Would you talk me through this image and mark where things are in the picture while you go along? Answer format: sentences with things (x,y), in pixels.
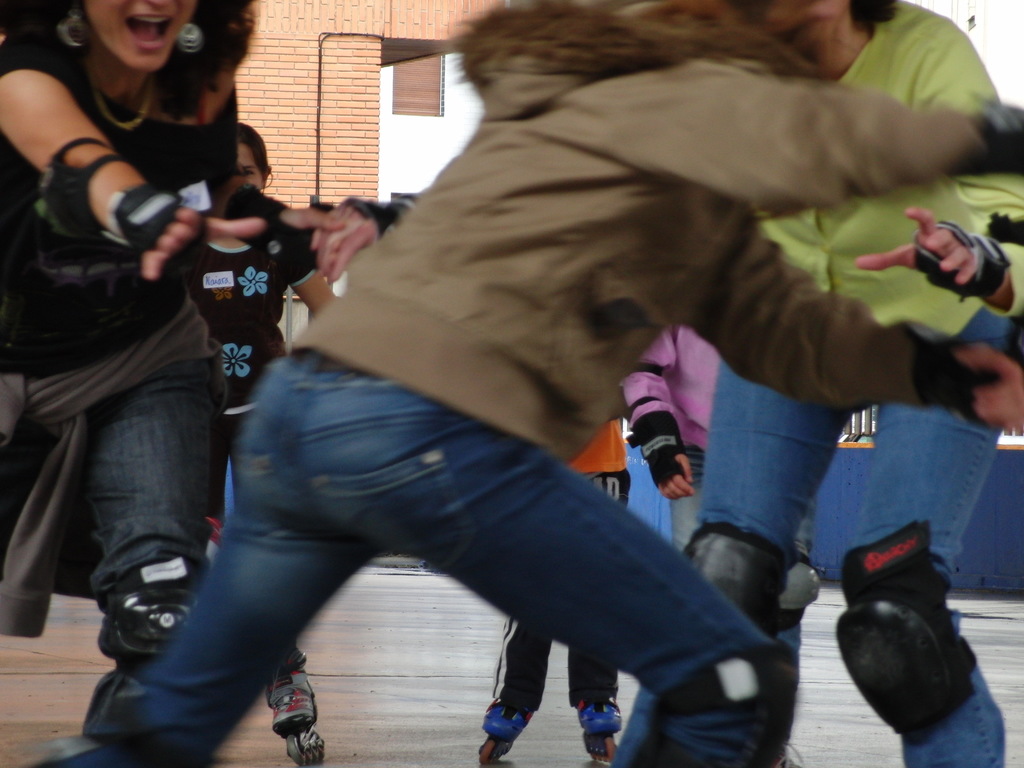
In this image there are a group of people (456,264) who are skating, and in the background (390,140) there is building (260,106). At the bottom (90,664) there is floor (484,670).
